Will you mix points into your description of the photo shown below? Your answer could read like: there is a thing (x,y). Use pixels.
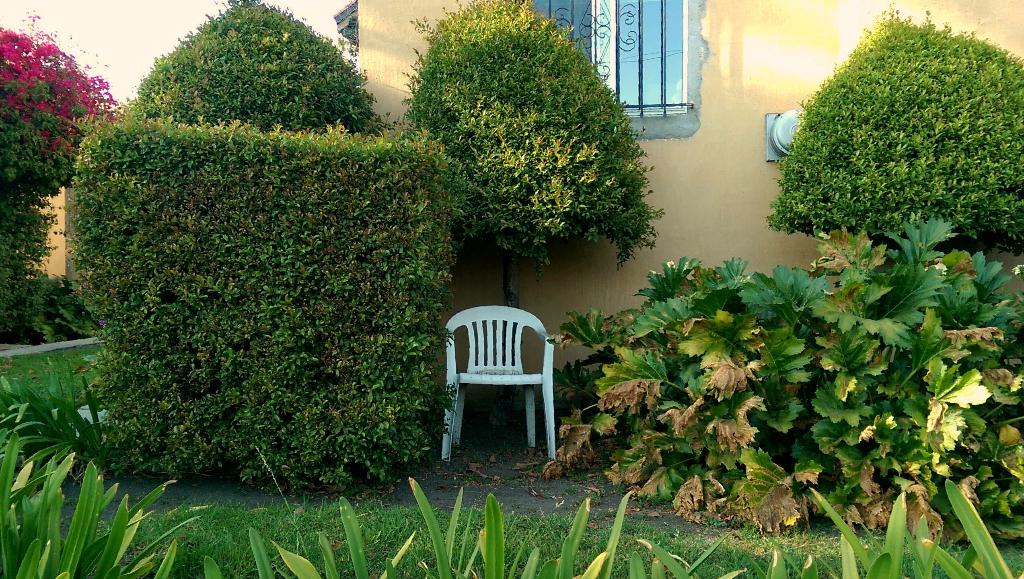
In this image in the front (633,544) there are plants (436,538) in the center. There is grass (556,527) on the ground (482,497). In the background (448,80) there are plants (524,178) and there is an empty chair (531,401) which is white in colour and there is a building (702,117) and on the wall (760,153) of the building (707,187) there is an object (778,142) which is grey in colour and there is a window (652,92).
